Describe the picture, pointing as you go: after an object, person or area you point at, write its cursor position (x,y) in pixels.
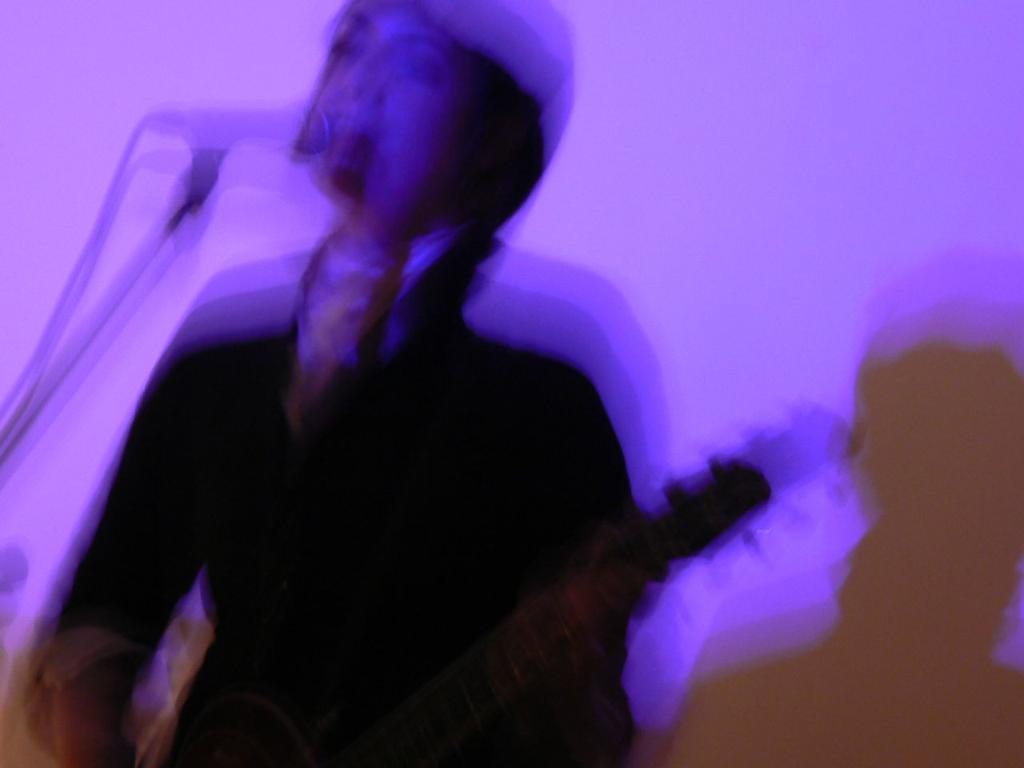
Here a person (407,145) is singing in the microphone (245,126).
